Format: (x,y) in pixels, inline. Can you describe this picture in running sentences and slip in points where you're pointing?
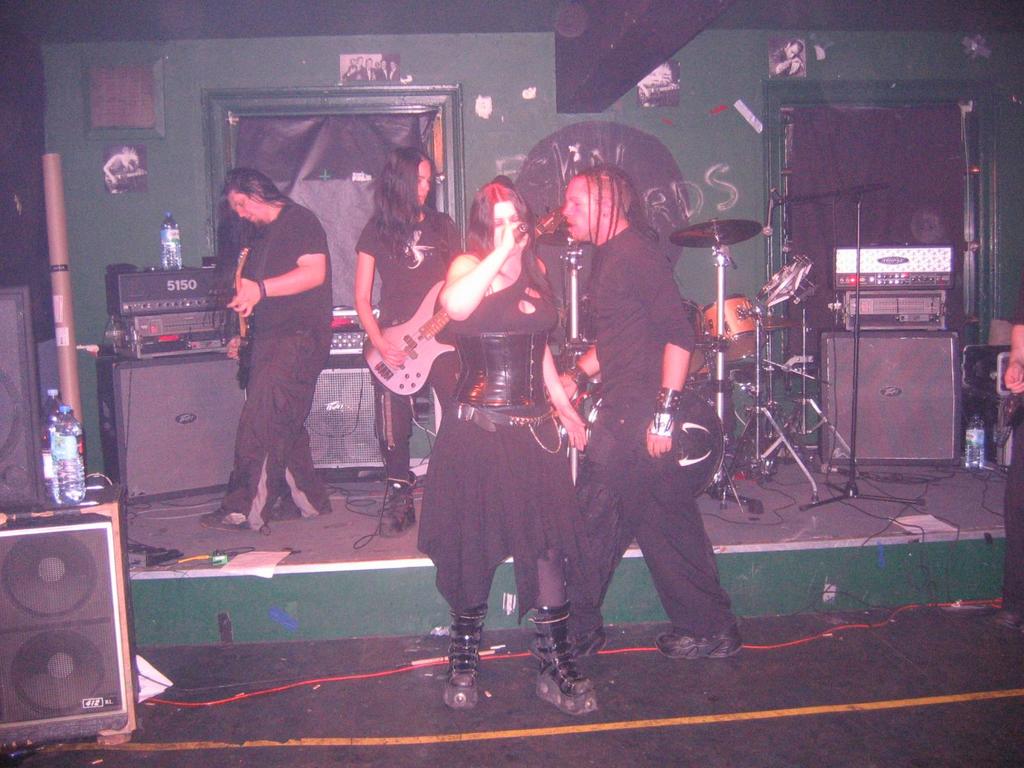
In this image I can see few people (523,220) are standing and also few of them are holding guitars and mic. In the background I can see speakers (876,404) and a drum set (719,391).
